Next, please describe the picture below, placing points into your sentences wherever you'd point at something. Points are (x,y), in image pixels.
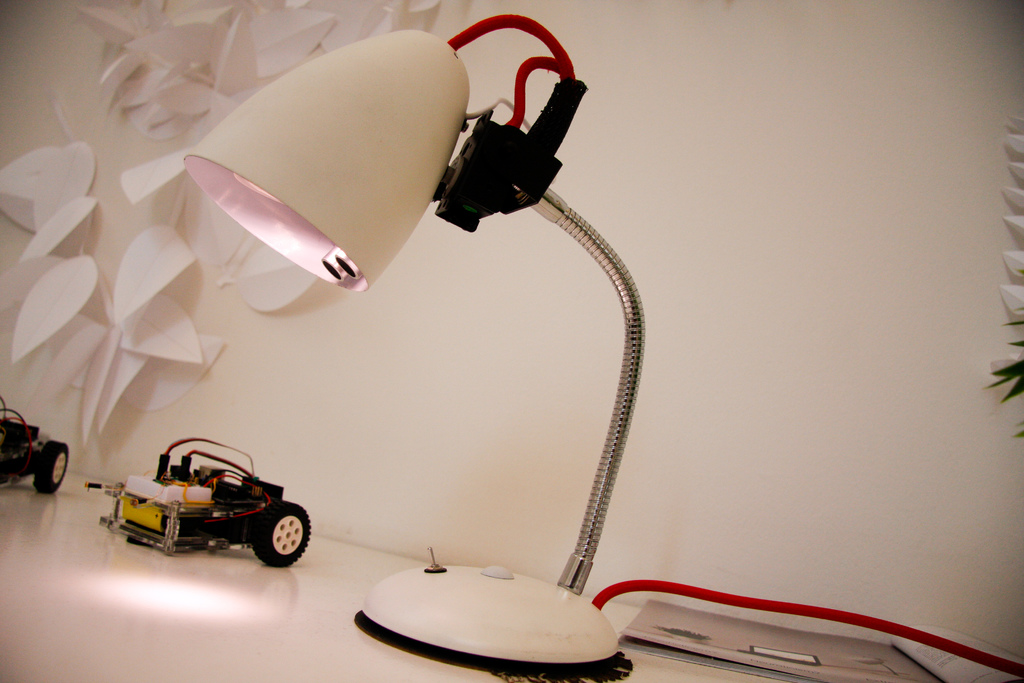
In this picture there is white table lamp (587,601) placed on the table top (323,589). Beside there is a small car toys (236,526). In the background (284,404) we can see a white wall (137,342) with paper stickers (203,218).
